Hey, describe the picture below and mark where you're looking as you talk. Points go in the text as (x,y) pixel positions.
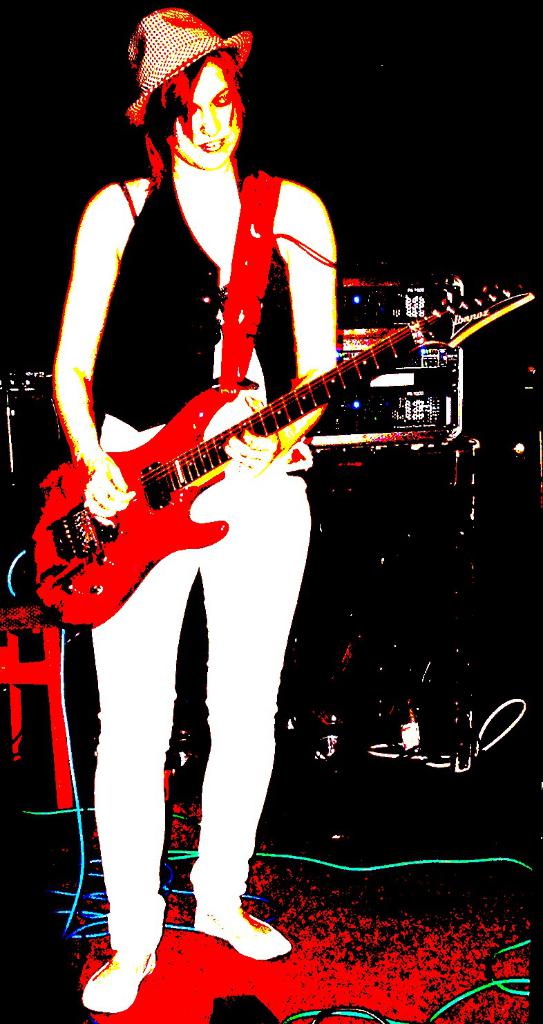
This looks like an edited image. I can see the woman (159,645) standing and playing the guitar (121,518). She wore T-shirt (154,340), hat (200,58), trouser (224,572) and shoes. In the background (364,632), I can see the electronic devices (427,427). These are the wires (325,864) on the floor (460,913). The background (461,70) looks dark.
